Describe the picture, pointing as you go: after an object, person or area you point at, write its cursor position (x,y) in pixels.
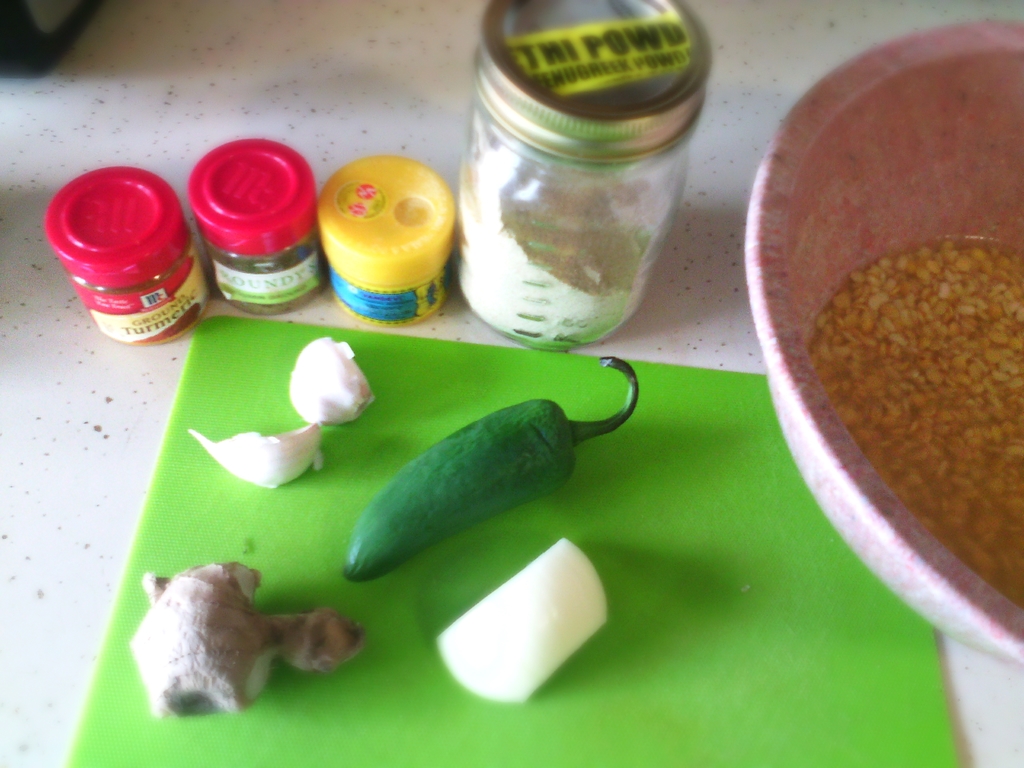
In this image, we can see green chilli (476,476), garlic (309,440), ginger (207,580) and an onion (552,619). In the background (261,228), there are jars (567,241) and there is a bowl (940,397) with grains (895,378).
